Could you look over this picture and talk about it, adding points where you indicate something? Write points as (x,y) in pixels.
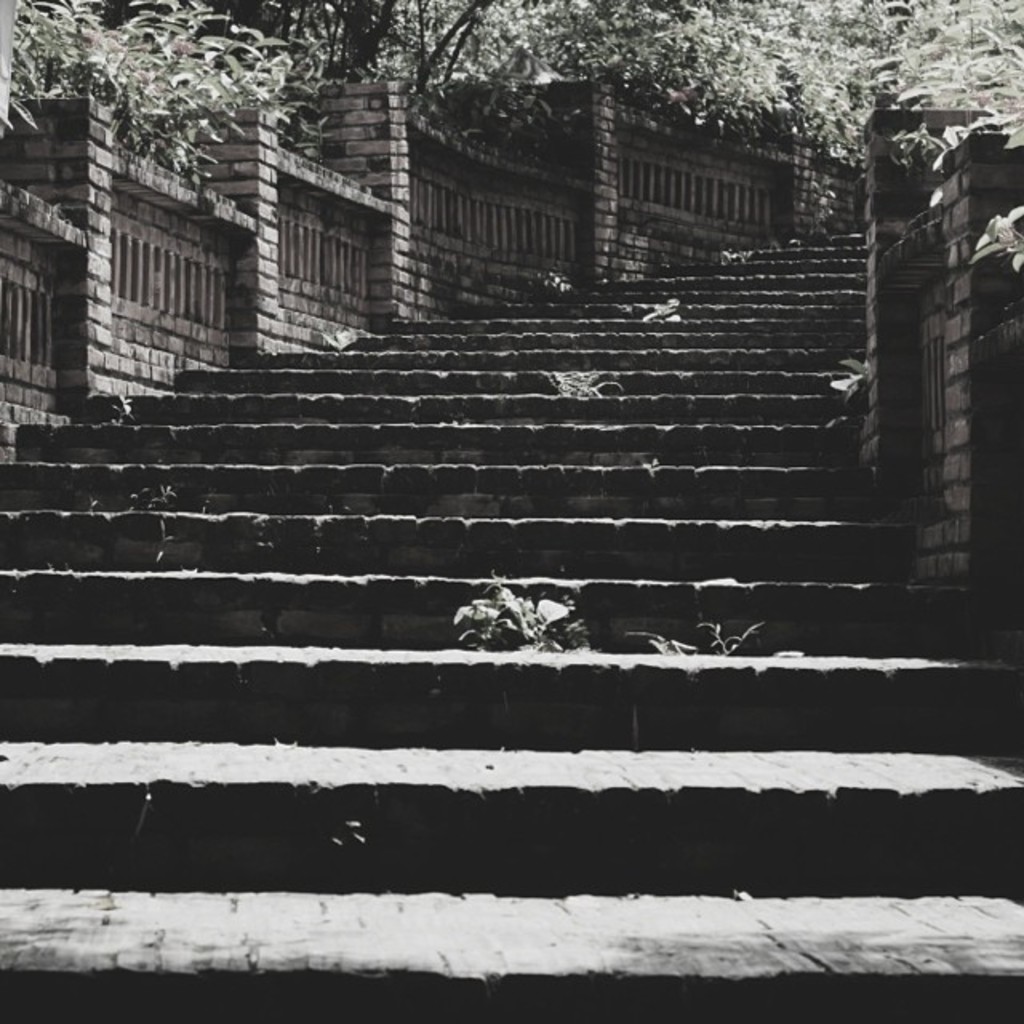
In this picture I can see the steps (458,387) and the walls (933,331) in front (158,287). In the background (59,23) I can see the trees (816,82) and few plants (823,118).
